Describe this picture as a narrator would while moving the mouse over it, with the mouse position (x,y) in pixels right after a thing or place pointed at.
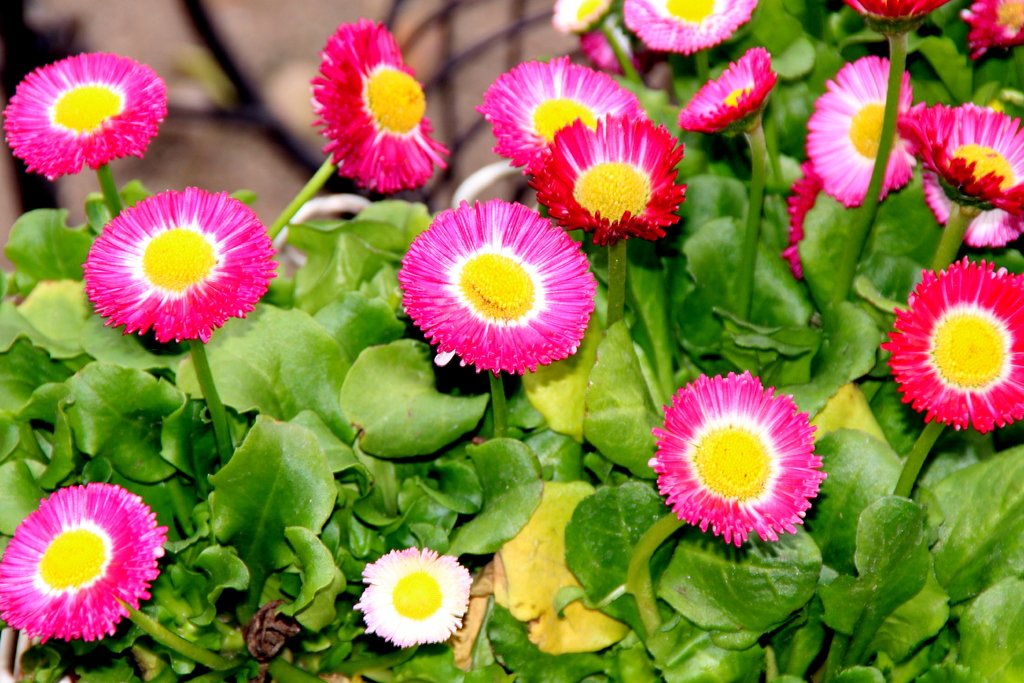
In this image there are flowers (517,360) and leaves (669,597).
